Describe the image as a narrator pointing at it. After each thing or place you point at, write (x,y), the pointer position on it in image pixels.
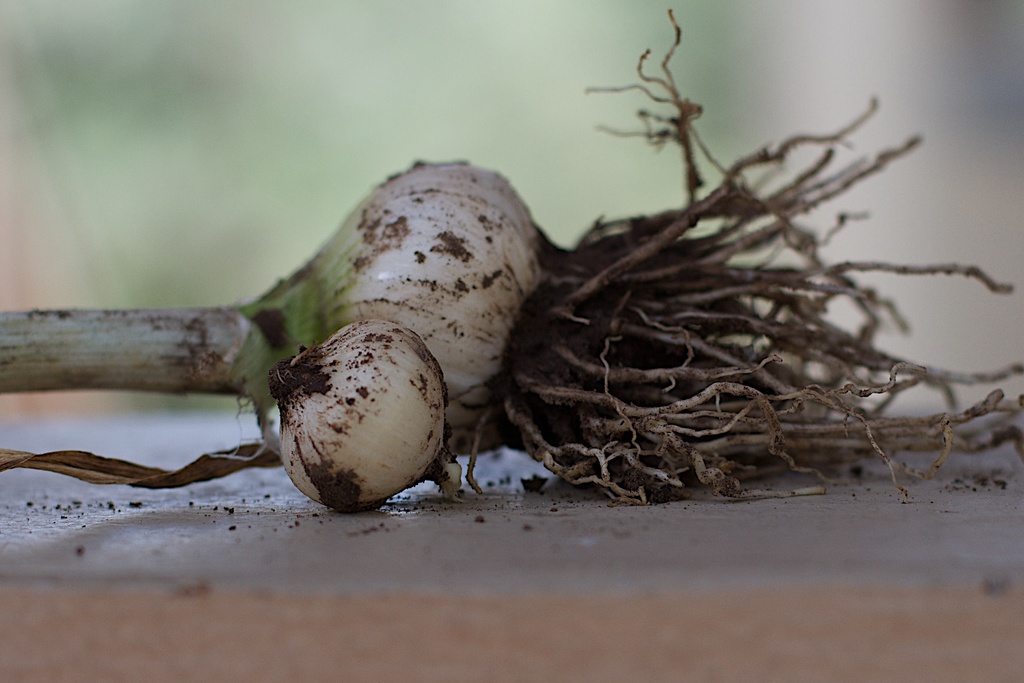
In the center of the image (438,405) we can see onions (417,447) placed on the table (608,537).
